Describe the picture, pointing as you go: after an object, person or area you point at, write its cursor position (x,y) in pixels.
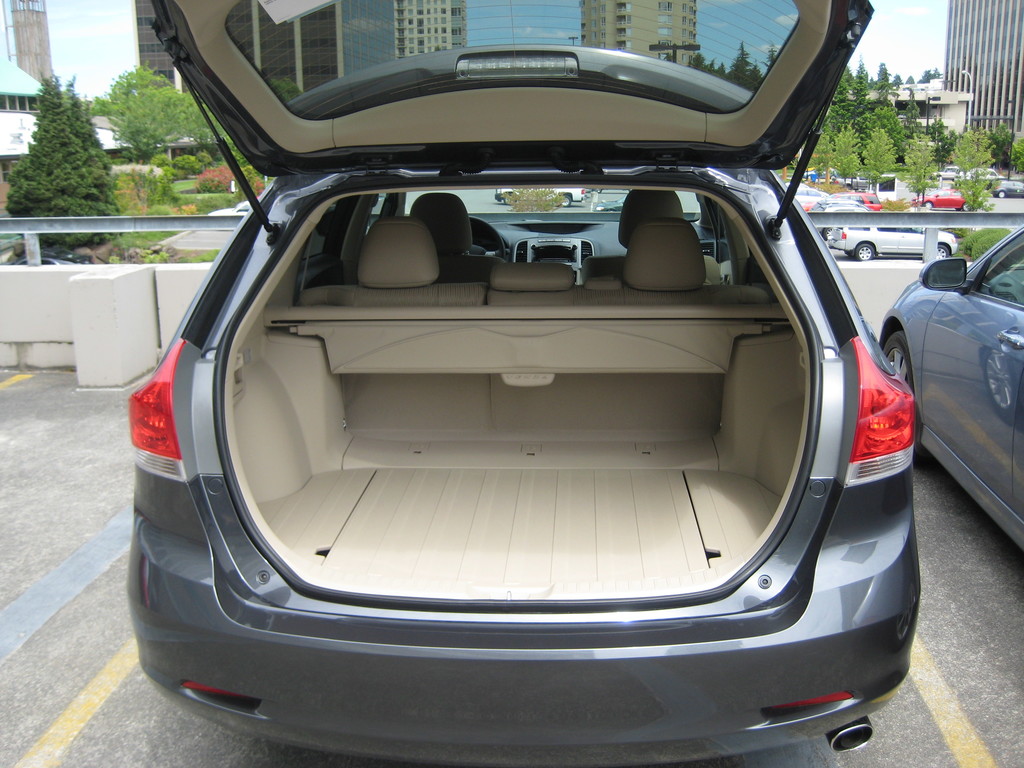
Here we can see the inside view of the car (624,392). Here there are few seats (546,285), glassdoor (473,36). These vehicles (514,534) are on the road (898,736). Background (855,237) we can see few vehicles (950,235), rods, trees (24,210), plants (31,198). Top of the image (535,36), we can see few buildings (2,79) and sky (902,66).
